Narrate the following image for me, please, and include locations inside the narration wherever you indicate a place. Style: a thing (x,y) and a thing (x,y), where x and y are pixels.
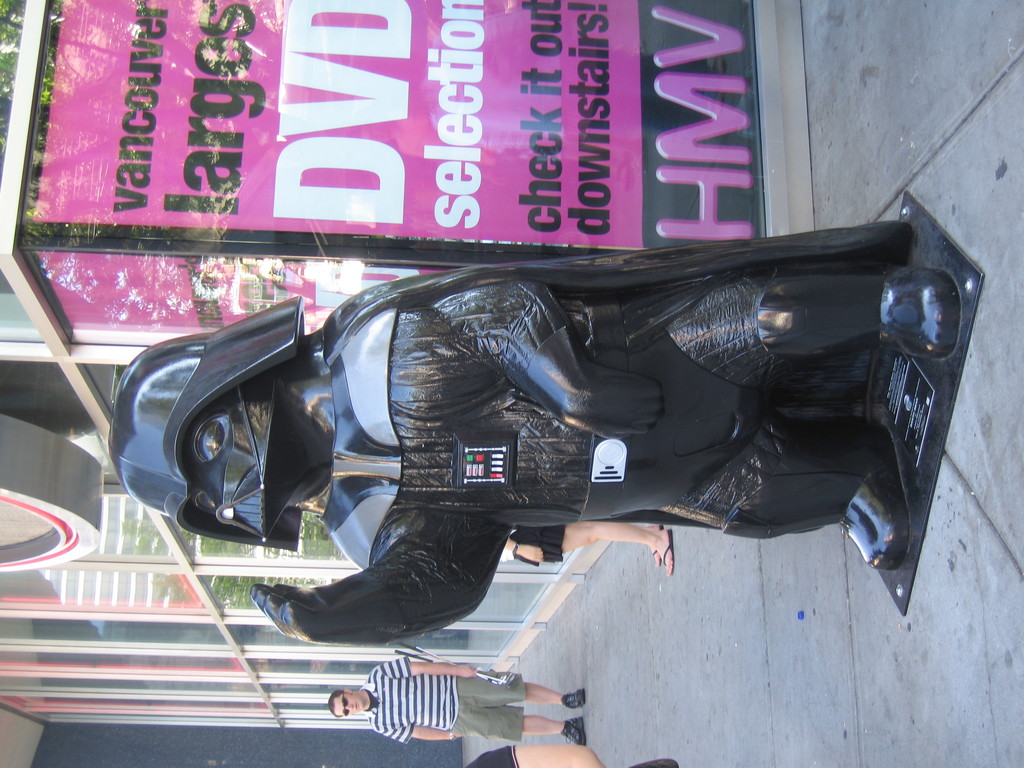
In this image there are people (502,711), there is a sculpture (657,425), there is a floor (963,147), poster (513,24) and glass doors (2,238).
